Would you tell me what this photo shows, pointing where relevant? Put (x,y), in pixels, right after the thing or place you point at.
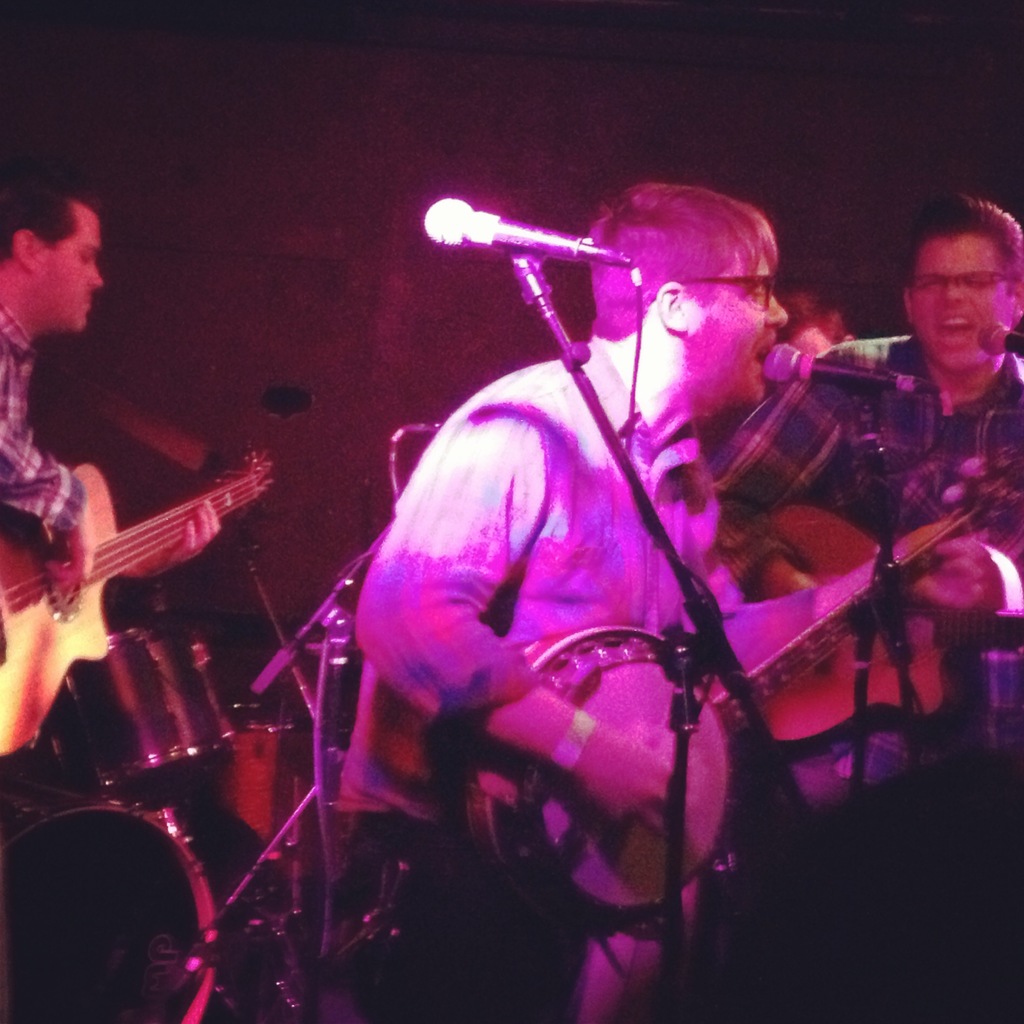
There is a man (758,218) standing in the center (463,413) and he is holding a banjo (665,869) in his hand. He is singing on a microphone (898,381). There is another person (908,360) on the right side (1012,282) and he is also singing on a microphone (1002,330). There is a person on the left side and he is playing a guitar (72,612).
